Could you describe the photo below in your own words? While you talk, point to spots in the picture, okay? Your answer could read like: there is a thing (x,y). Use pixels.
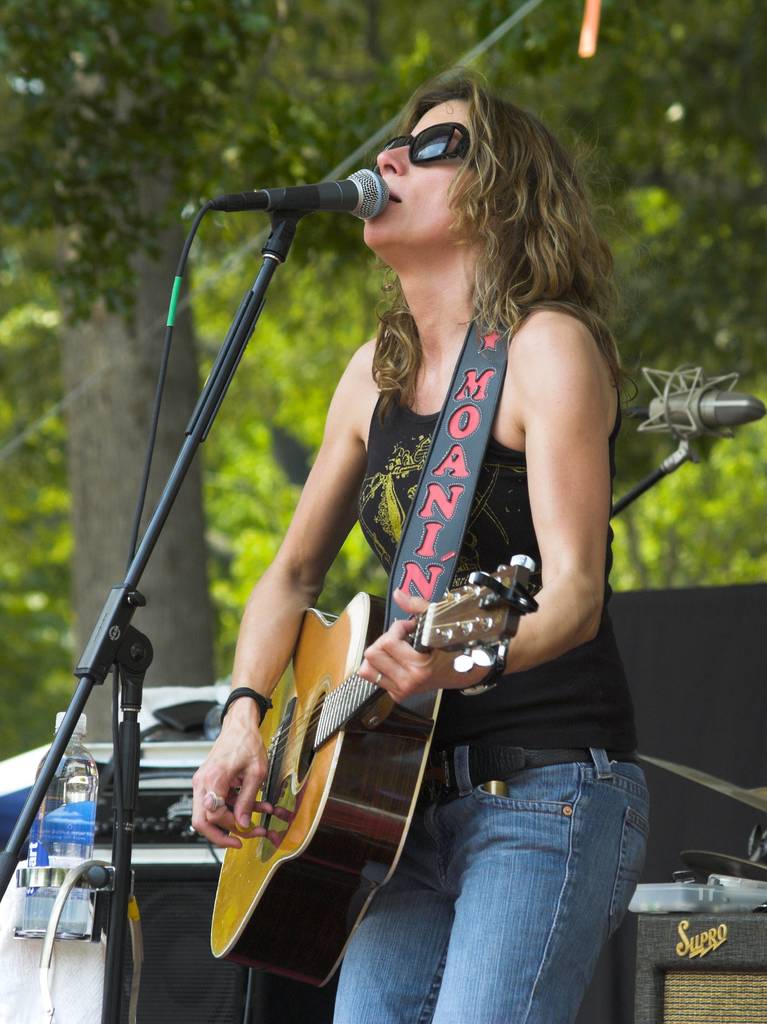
In the image, we can see women (518,440) is playing a guitar (377,722). She sing also. She wear goggles (432,155), Black color dress (410,471), jeans (488,806) and belt (515,762). She leaves her hair (545,262). In-front of her, we can see stand (215,387), microphone (326,198) and water bottle (80,815). Here we can see speakers (193,1009). At the background (562,102), we can see few trees (484,71).
